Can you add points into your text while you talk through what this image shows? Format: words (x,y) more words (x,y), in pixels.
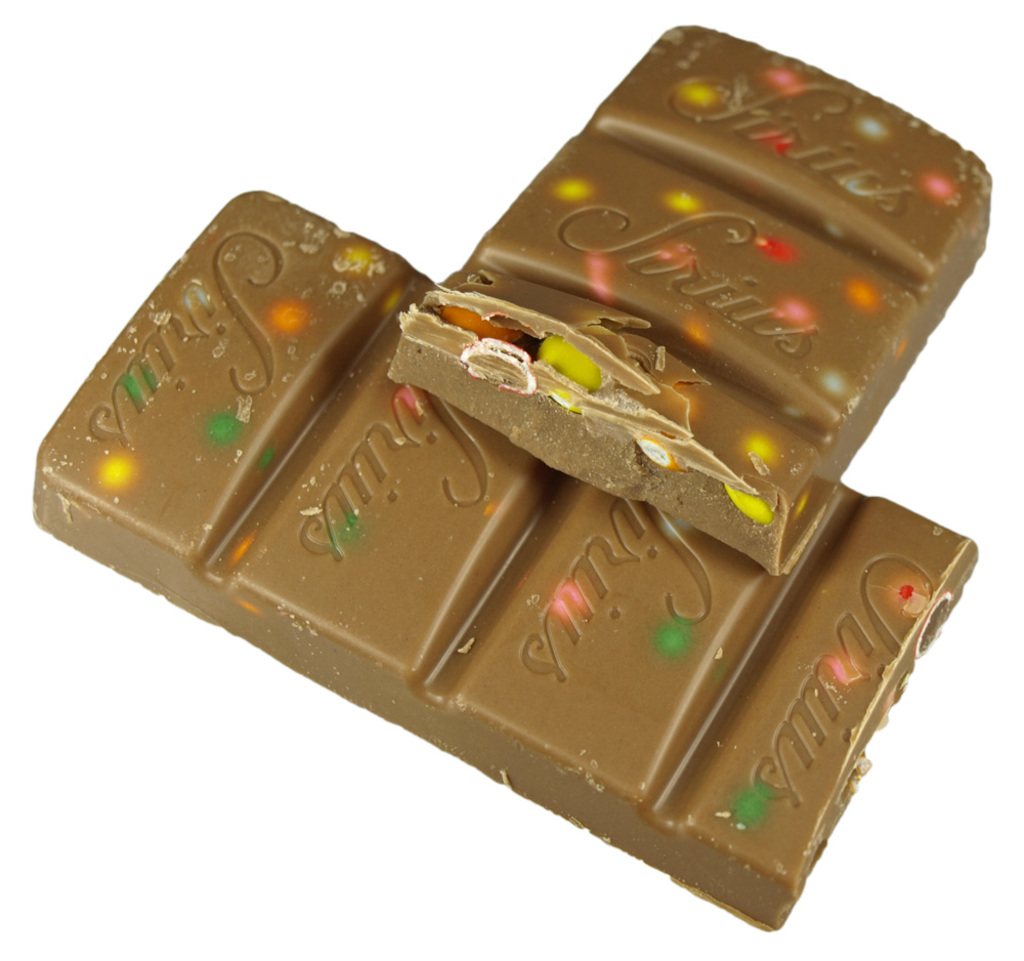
In this image, we can see chocolate bars (566,512) with some text (826,682) and colorful eatable things (569,354).
